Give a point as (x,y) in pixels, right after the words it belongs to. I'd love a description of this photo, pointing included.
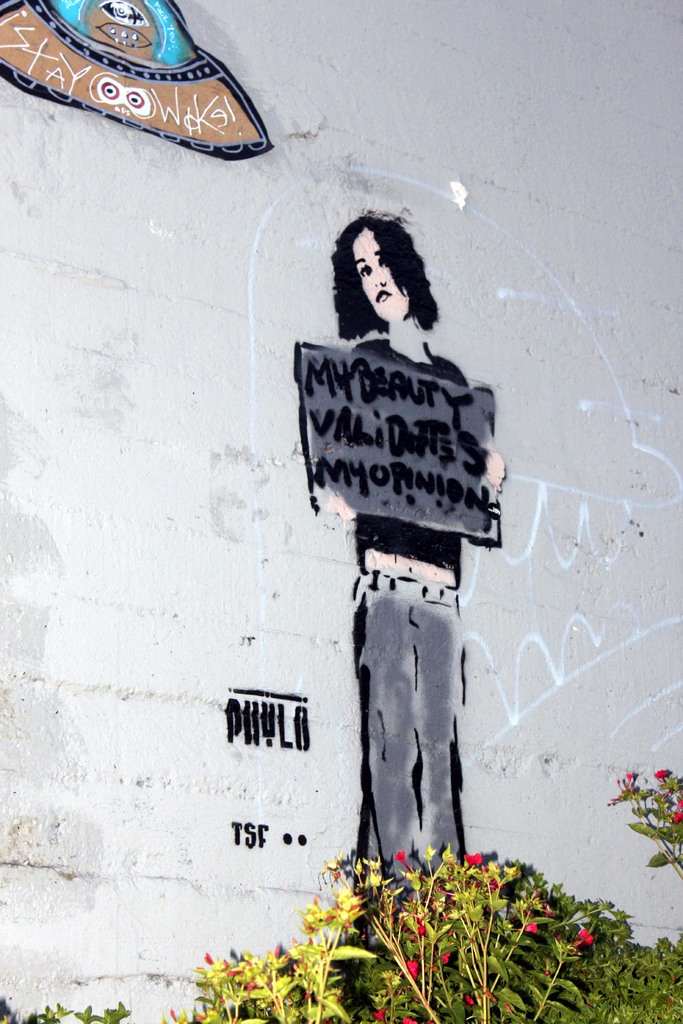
In the image there is a painting (382,440) of a girl (404,626) holding a banner (414,414) with an ufo (204,79) above it on the wall (136,504), in the front (377,904) there is a flower plant (470,964).
